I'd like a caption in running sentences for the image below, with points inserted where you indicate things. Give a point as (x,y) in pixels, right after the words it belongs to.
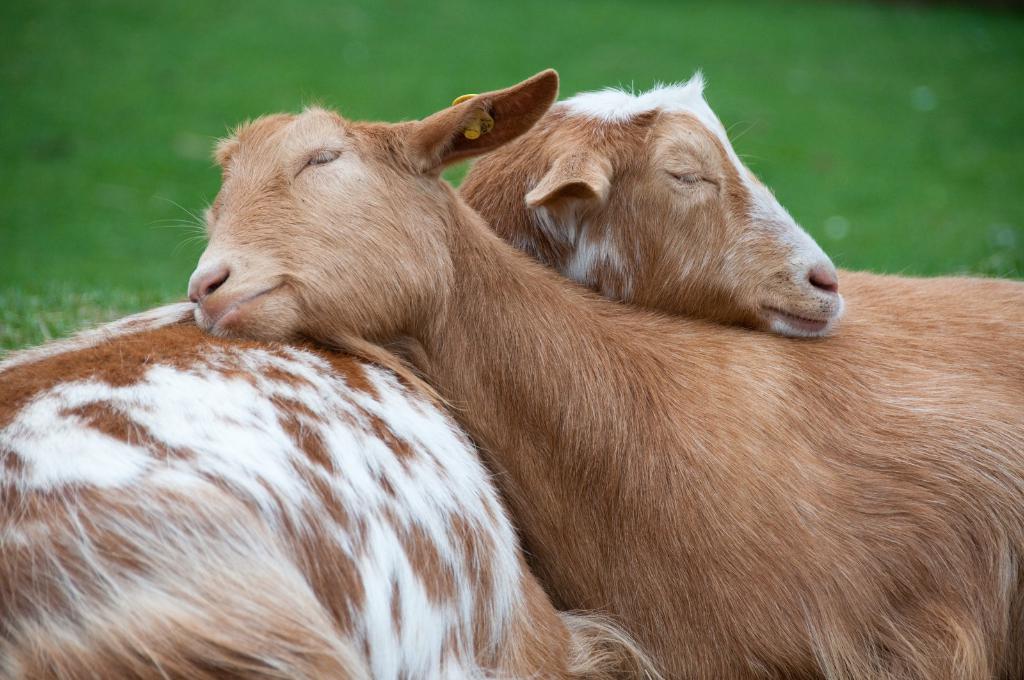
In this picture we can see goats (437,197), in the background (60,125) we can find grass (66,155).
